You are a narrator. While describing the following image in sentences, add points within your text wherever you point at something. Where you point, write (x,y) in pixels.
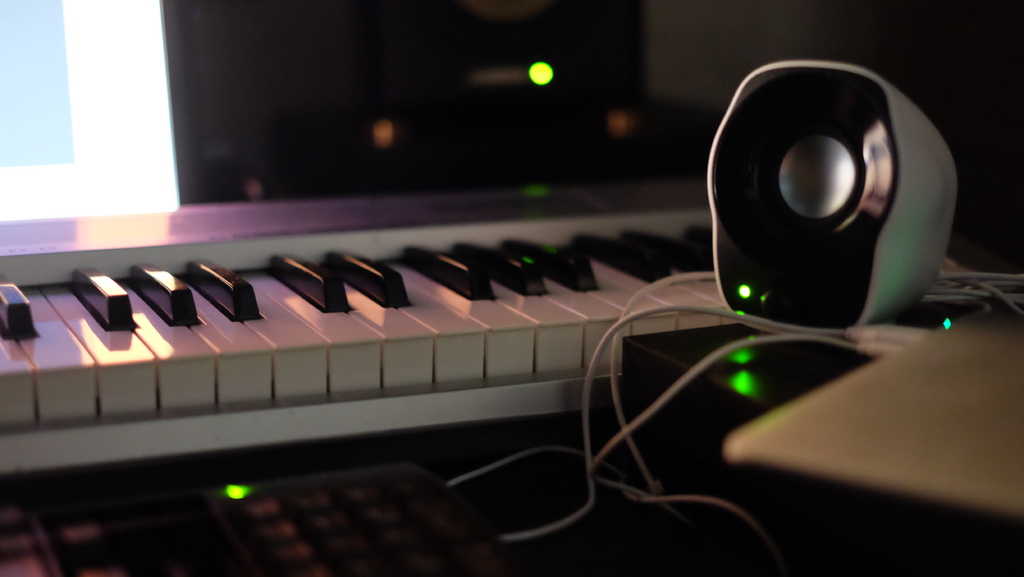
This image is taken inside the room (654,263). In this image there is a table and on top of it there is a keyboard (239,335), laptop (903,427), speaker (903,180) are there. In the background (125,158) there is a monitor (129,126).
